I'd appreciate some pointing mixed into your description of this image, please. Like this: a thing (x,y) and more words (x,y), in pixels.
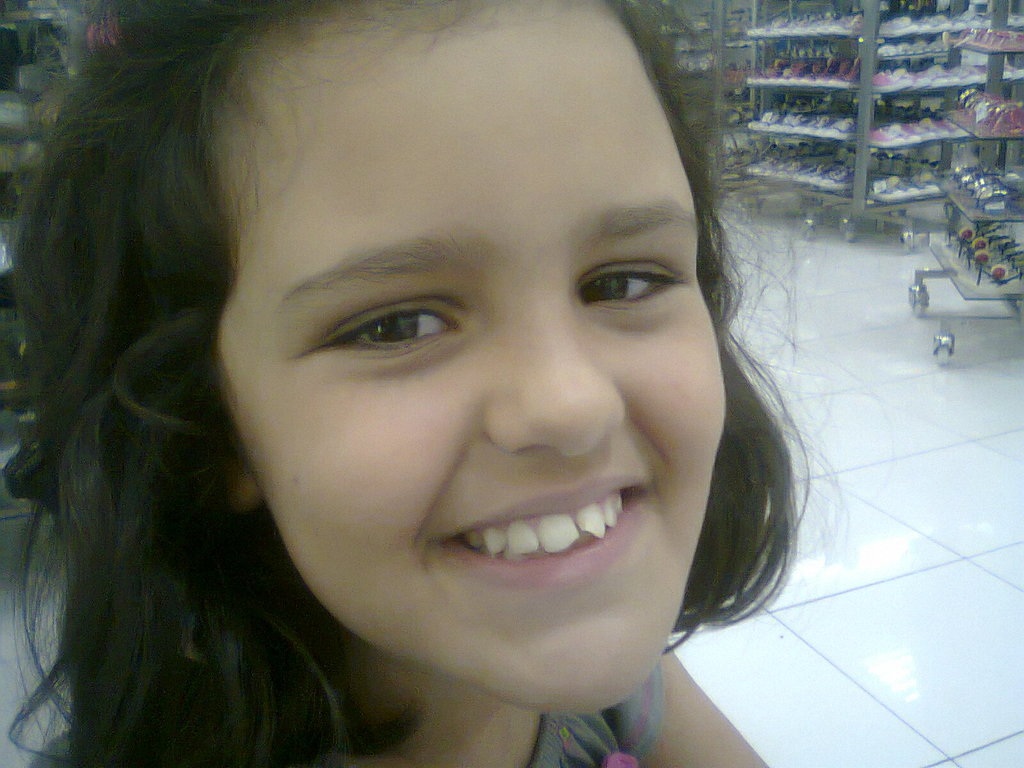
In this image we can see a girl (454,605) is smiling. In the background (917,306) there are foot wears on the racks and we can see wheels (810,230) to them and they are on the floor (746,224). On the left side (15,165) there are objects (6,181).
